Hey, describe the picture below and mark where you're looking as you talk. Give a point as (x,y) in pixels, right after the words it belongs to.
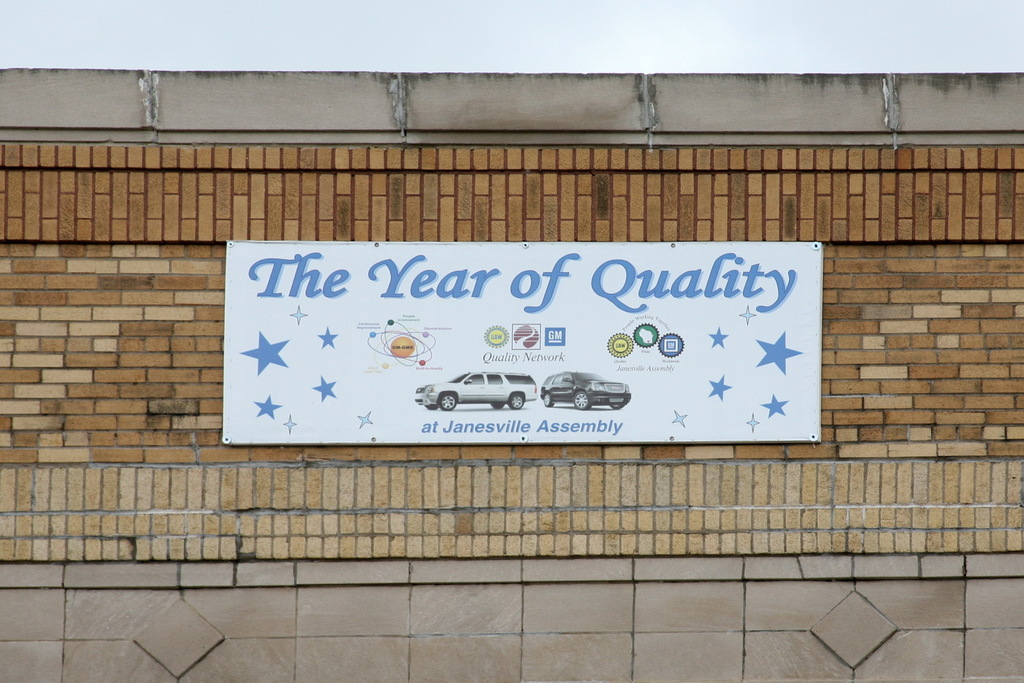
In this image we can see a board (455,333) with some text (450,295) and images (469,392) on the wall (77,384).
